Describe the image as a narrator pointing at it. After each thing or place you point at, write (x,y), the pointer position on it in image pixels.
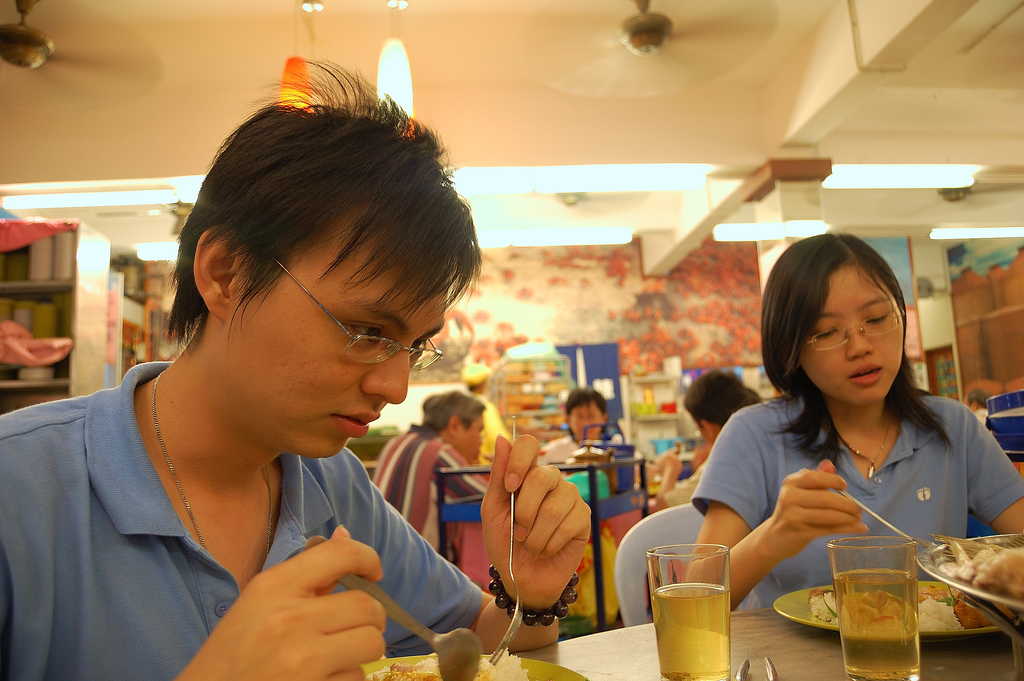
In this picture I can see two persons (353,660) sitting and holding forks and a spoon (471,661), there are food items (1020,579) on the plates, there are glasses (849,549) with liquids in it, on the table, there are few people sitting on the chairs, there are lights (886,187), fans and some other objects (111,297).
